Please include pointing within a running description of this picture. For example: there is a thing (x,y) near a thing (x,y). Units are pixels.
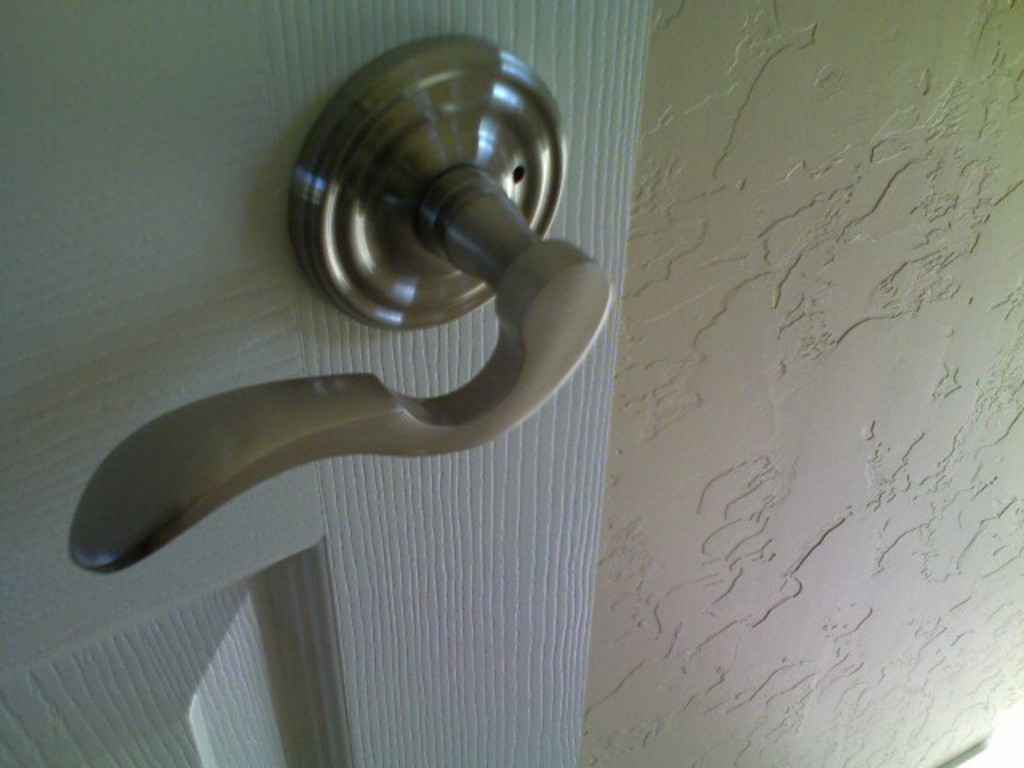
In this image I can see a wooden door (104,397) with a door handle (444,245) and a wall (942,525).
